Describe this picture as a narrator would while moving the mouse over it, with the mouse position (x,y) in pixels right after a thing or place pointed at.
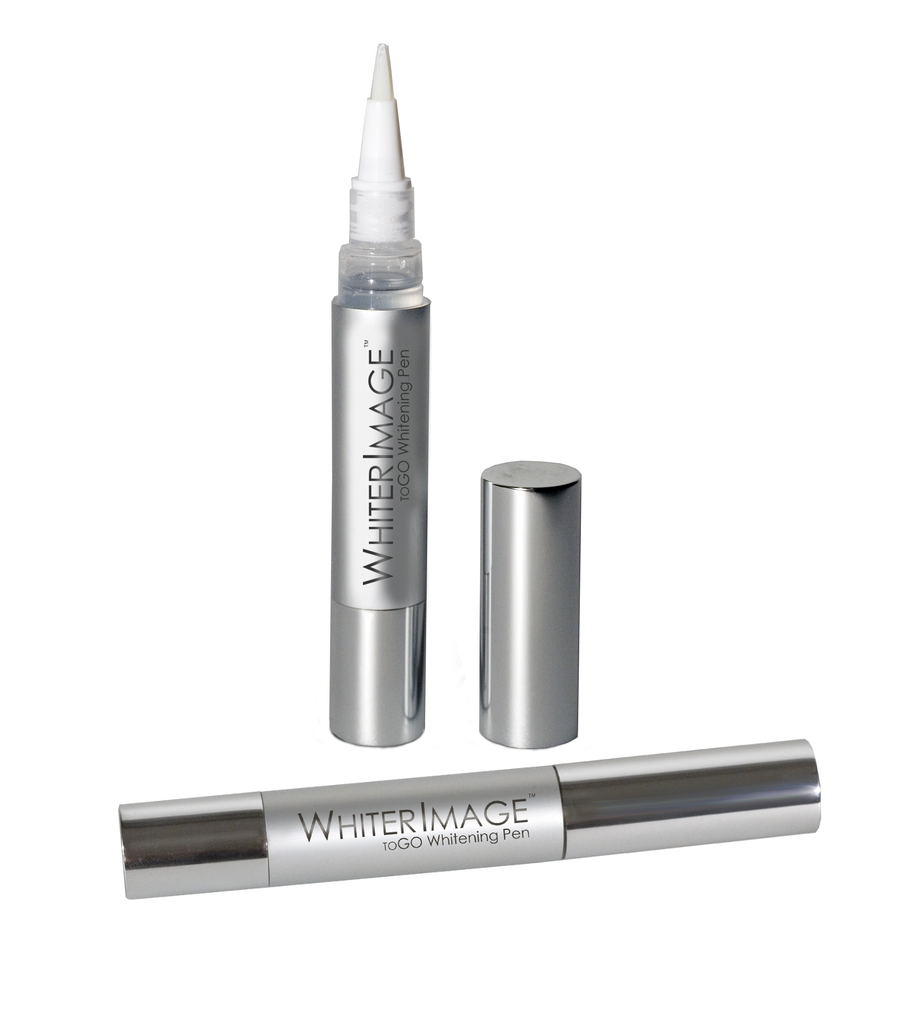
In the picture we can see a whitener pen (396,655) which is removed the cap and placed beside it and beside it, we can see another whitener pen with fixed cap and name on it as whiter image.
